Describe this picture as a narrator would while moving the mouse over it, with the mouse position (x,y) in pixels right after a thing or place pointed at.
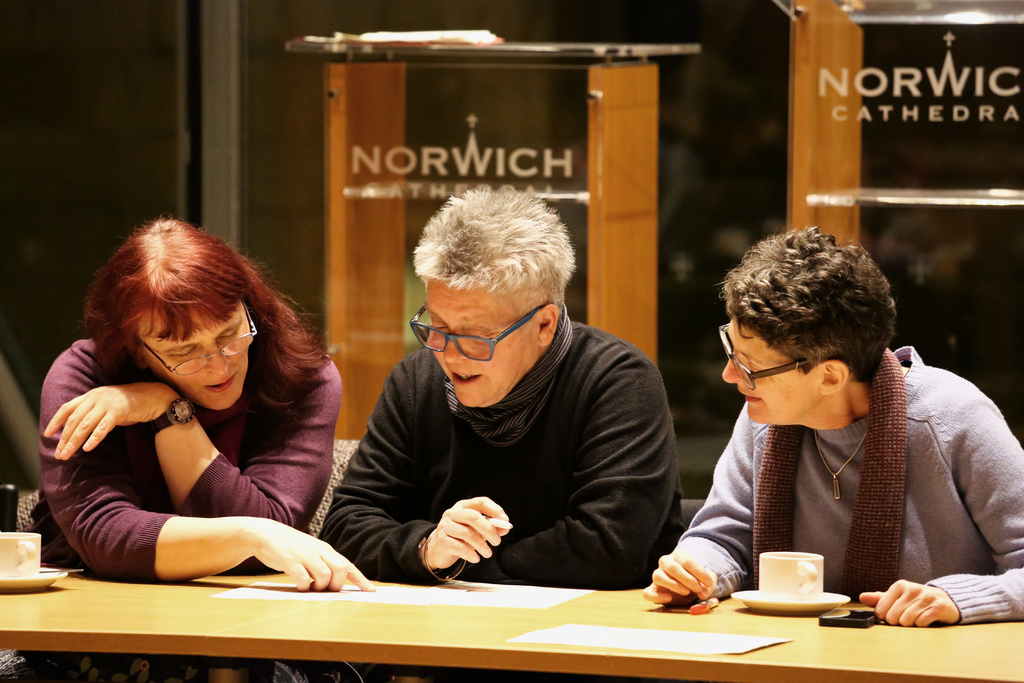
In this picture we can see three people (774,408) near to a table (811,679). They all wore spectacles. On the table (466,637) we can see cups (798,566), saucers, papers (456,590) and a mobile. In the background (792,65) we can see podiums (610,78).
